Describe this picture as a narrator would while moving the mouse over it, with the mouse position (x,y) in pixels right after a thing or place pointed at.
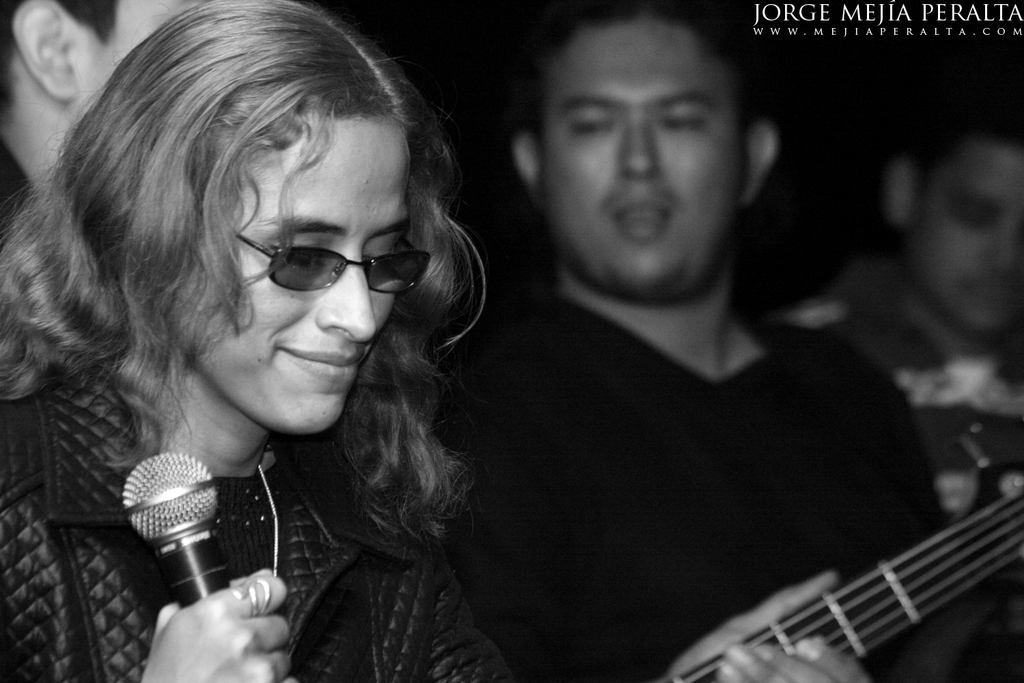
In this image there are persons (567,339) one person (331,417) is holding the mike (214,539) and wearing some specs (328,281) and wearing the coat (319,593) and the background (876,172) is very dark.
